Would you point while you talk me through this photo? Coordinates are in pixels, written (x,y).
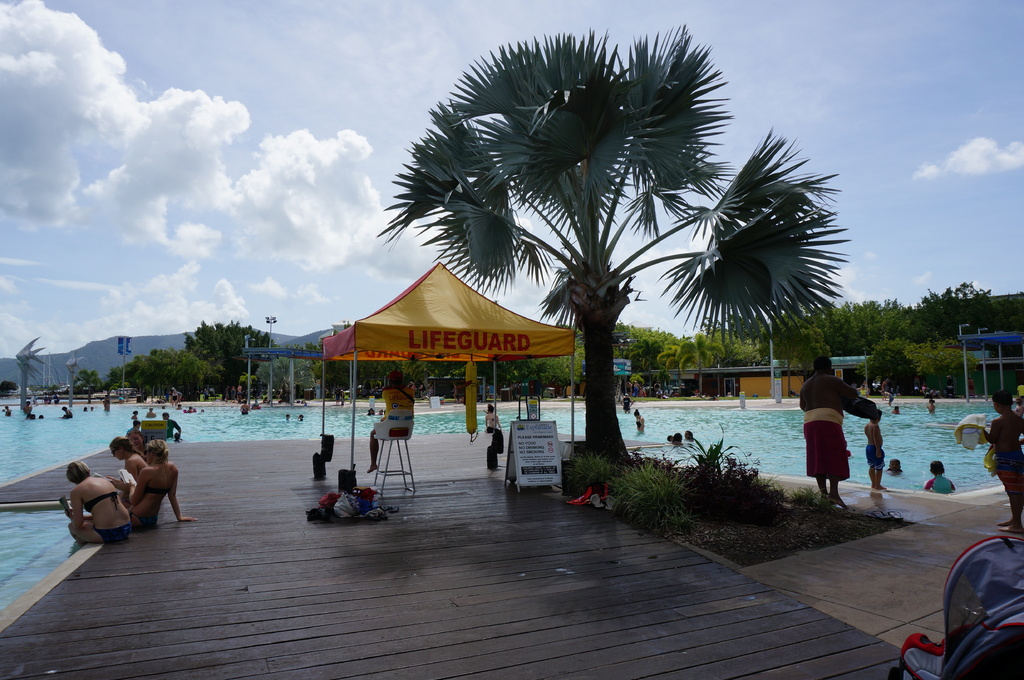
In this picture I can see few people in the swimming pool (670,413), side there are few people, around there are some trees (279,382) and tents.
